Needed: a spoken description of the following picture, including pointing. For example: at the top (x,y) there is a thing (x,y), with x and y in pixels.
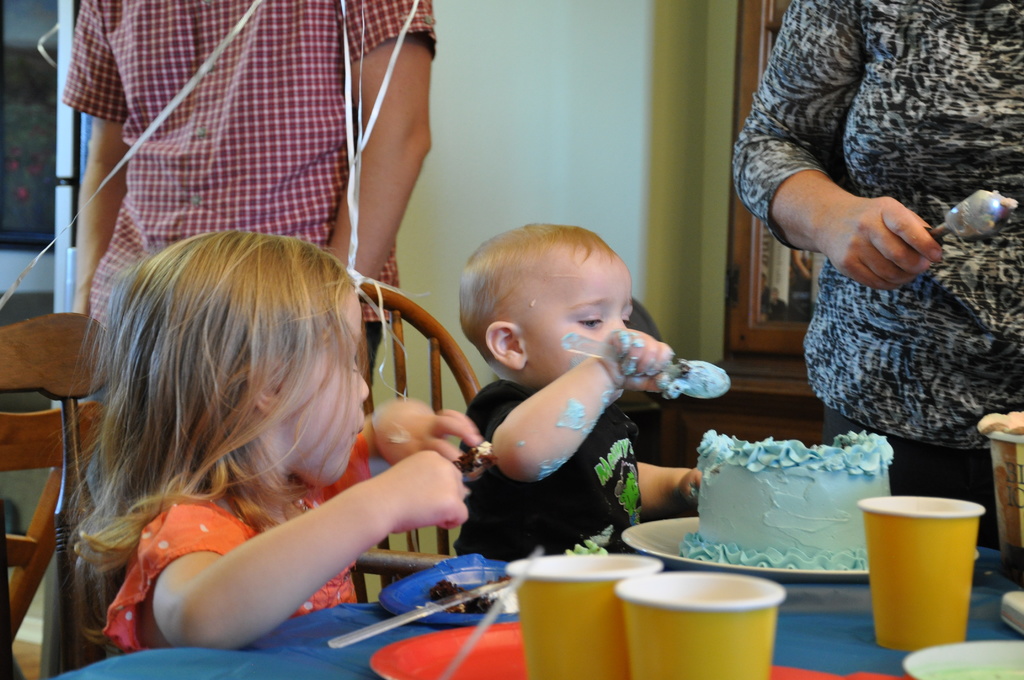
In this image there are two kids (501,509) sitting on the chairs (372,571), there are glasses (949,587), plates (418,573), cake (703,481) on a plate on the table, a baby (586,378) holding a spoon (603,352), and in the background (711,401) there are two persons (995,240) standing, frame (757,217) attached to the wall (487,137).
